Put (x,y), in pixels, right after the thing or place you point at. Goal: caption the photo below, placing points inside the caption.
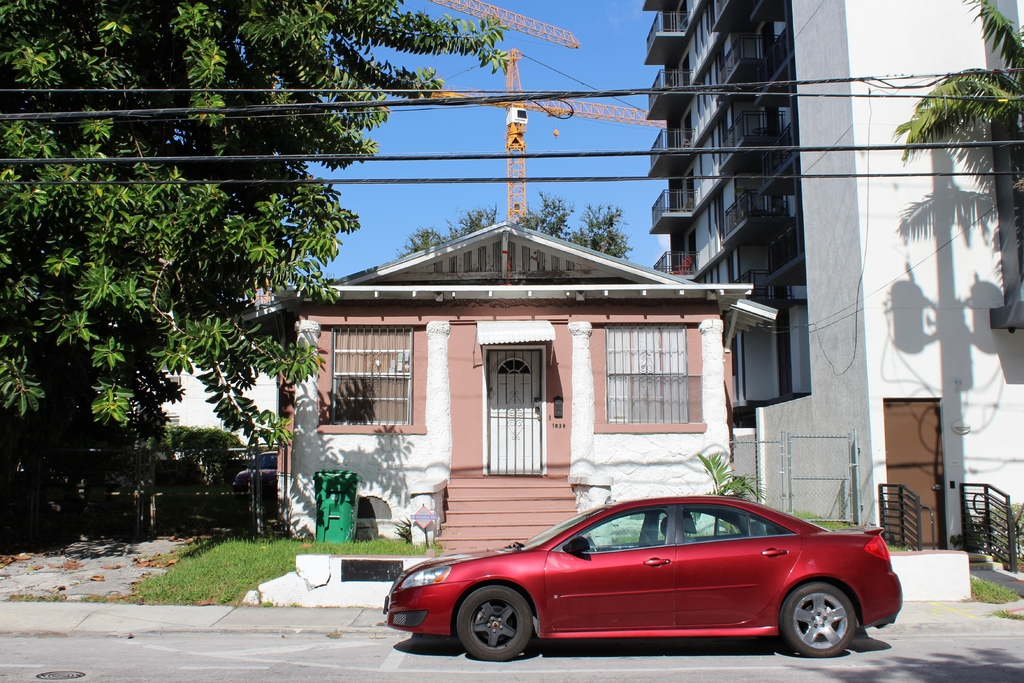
In this image I can see a car (696,631) on the road (704,668). There are 2 buildings (600,400). There are railings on the right (899,518). There are trees (43,188) on the left (144,56). There is construction (605,116) going on at the back (542,65). There is sky (411,197) at the top (467,117).
